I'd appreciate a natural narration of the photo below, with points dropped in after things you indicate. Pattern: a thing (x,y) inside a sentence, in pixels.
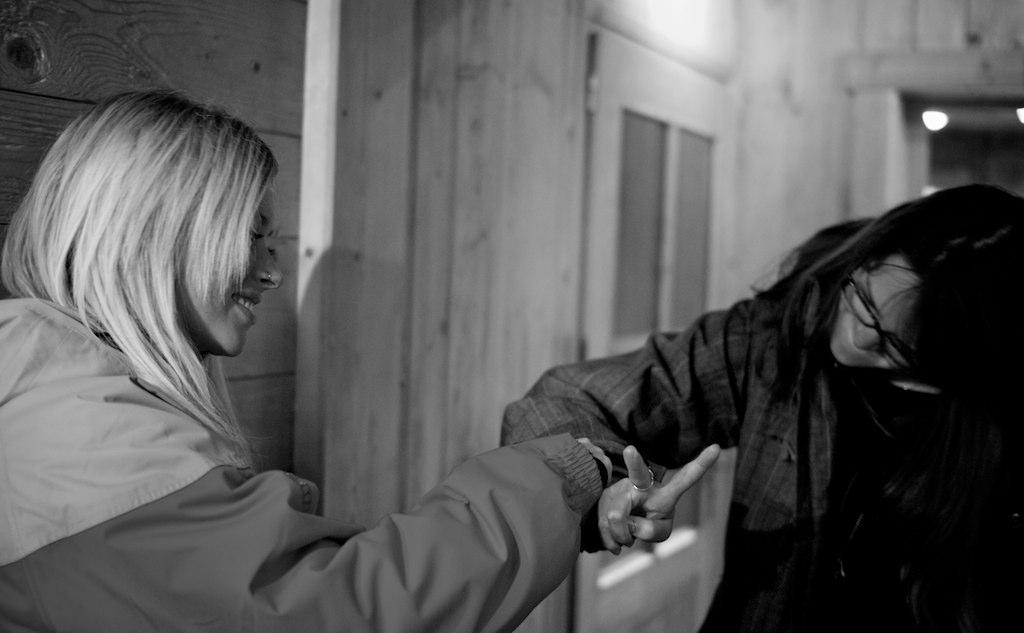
This is a black and white image and here we can see two people (145,462) wearing coats (688,348) and one of them is wearing glasses (865,316). In the background (704,62), we can see lights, a door (653,67) and a wall (475,64).
